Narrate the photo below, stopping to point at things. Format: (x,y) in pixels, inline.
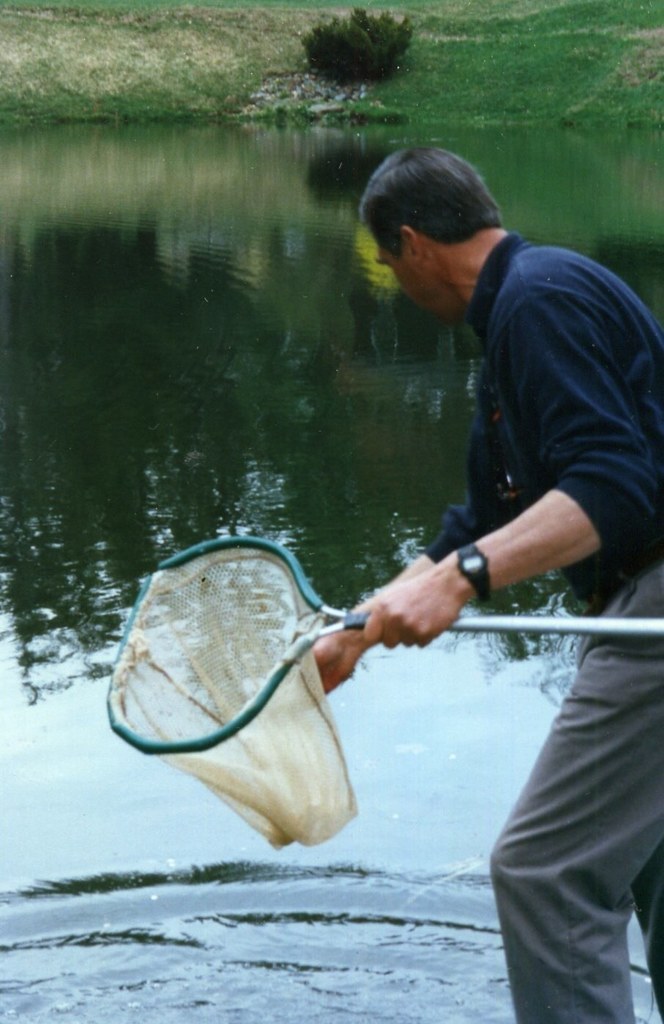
The man (477,298) in blue T-shirt (489,369) is holding a fishing net (184,655) in his hand (347,655). He might be fishing. He is wearing a watch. In front of him, we see water (149,444) and this water (194,309) might be in the pond (194,309). In the background (343,67), we see a tree (312,34) and the grass (429,66).
